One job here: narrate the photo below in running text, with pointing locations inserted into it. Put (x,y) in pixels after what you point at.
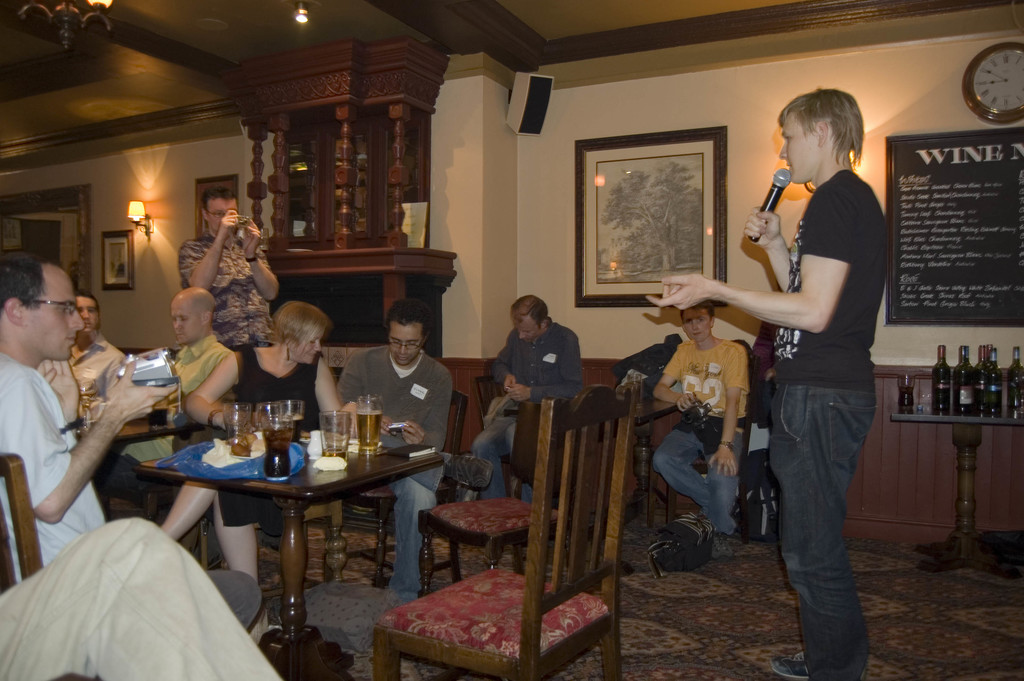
As we can see in the image there is a wall (741,79), clock (970,81), photo frame (595,209), few people (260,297) sitting on chairs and a table (349,479). On table (379,460) there are glass (375,430) and bottle (946,395).
